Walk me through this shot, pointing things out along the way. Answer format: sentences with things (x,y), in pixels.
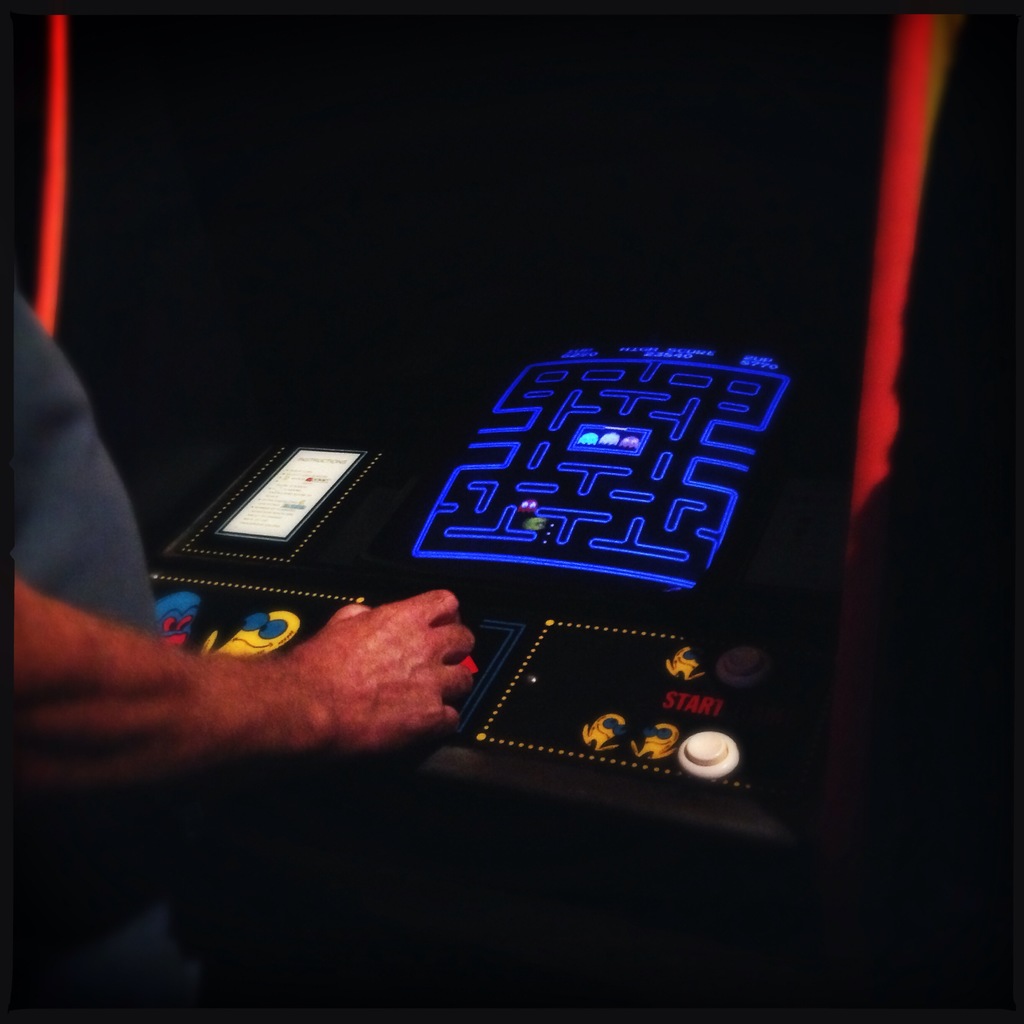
In this image I can see a person (50,553) wearing grey colored dress (50,553) is standing in front of a gaming machine (558,386) which is black, blue, white and yellow in color.
